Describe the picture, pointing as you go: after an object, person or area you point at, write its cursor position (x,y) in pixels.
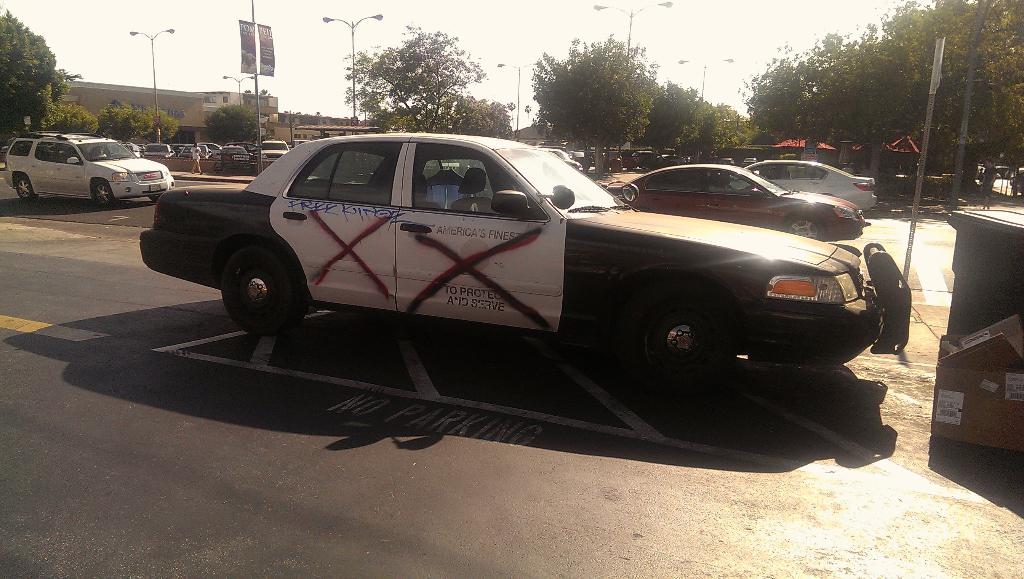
In this image few cars (413,281) are on the floor (524,344). A person (199,173) is walking on the pavement (204,174) having few street lights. There is a fence (219,170). Behind there are few vehicles (151,155). Right side (988,193) there is a person (983,178) standing on the pavement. Background (32,94) there are few trees (62,128). Behind there are few buildings (286,112). Top of the image (509,25) there is sky (536,26). Behind the car (271,171) there is a pole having few boards (249,53) attached to it. Right side (986,415) there is a cardboard box (994,401).
